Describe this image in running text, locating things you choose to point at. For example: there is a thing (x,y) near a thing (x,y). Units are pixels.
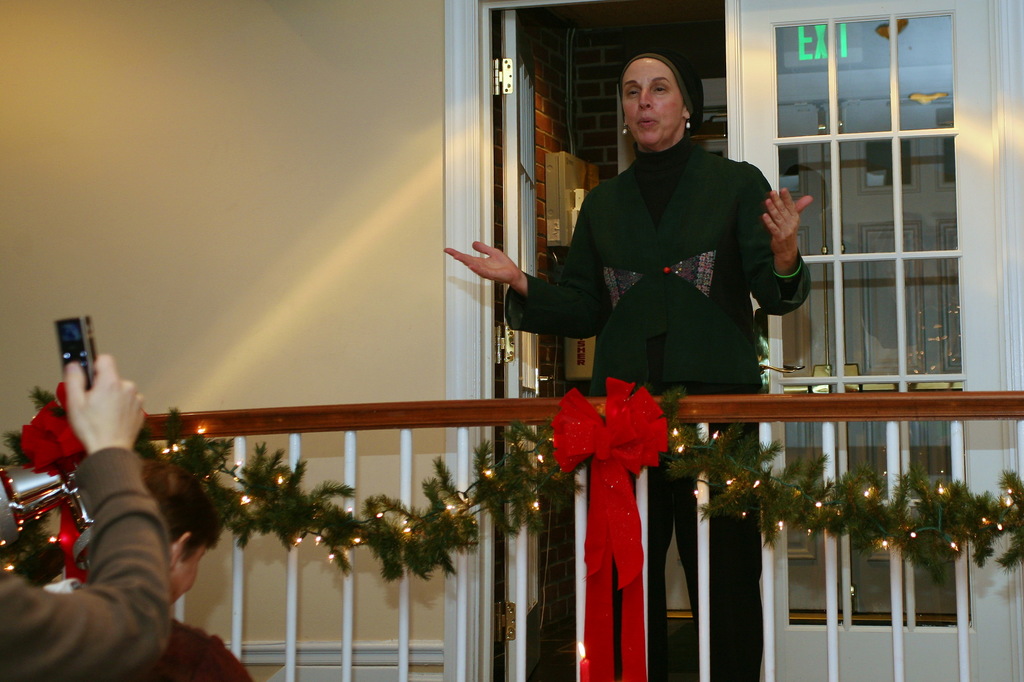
There is a lady (633,225) wearing a cap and standing. Back of her there is a wall (356,207), door (526,187), brick wall (579,49) and window (901,239). In front of her there is a railing (362,410) with decorations (393,498) and lights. On the left side (112,521) there is a person (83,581) and a hand (100,434) of a person (95,523) with mobile (86,371).
